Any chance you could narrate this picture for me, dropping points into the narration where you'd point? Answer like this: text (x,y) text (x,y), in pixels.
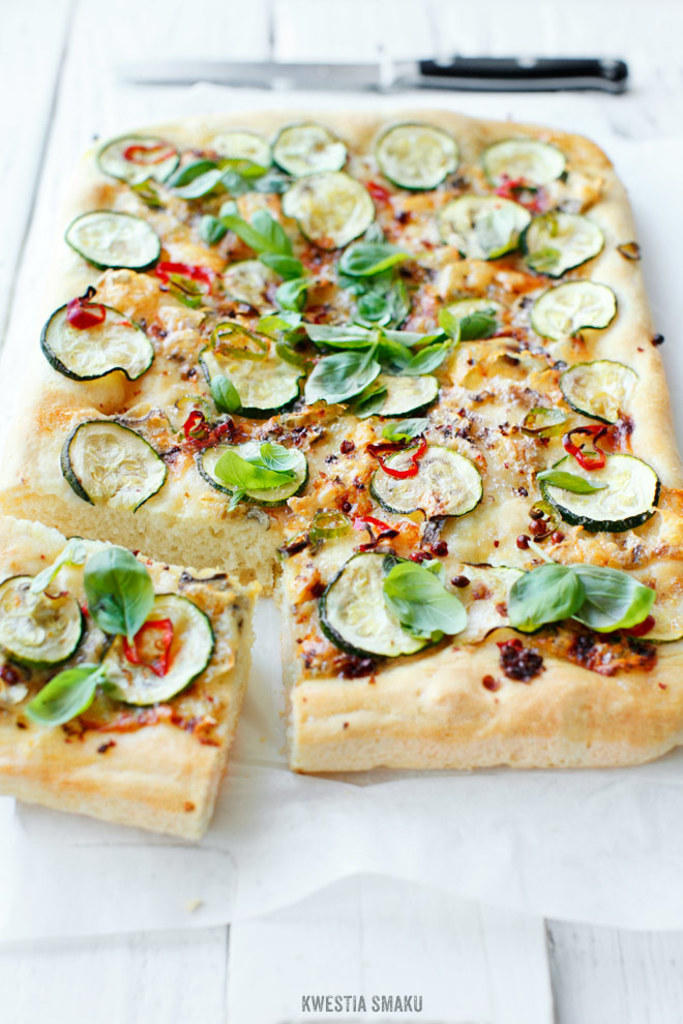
In the picture we can see some food item (302,479) which is on paper (457,94).
